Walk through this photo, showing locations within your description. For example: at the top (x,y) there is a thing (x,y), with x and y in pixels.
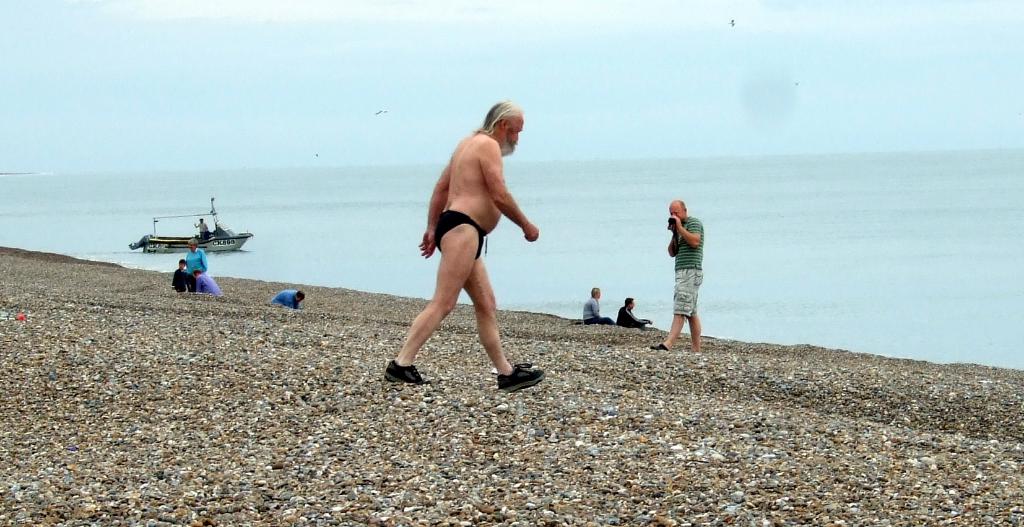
In this image in front (678,213) there are two people (676,319) standing on the stones (445,429) and some are sitting on the stones (197,360). In the background of the image (569,251) there is a boat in the water (373,226). At the top of the image (475,68) there is sky (708,51).
